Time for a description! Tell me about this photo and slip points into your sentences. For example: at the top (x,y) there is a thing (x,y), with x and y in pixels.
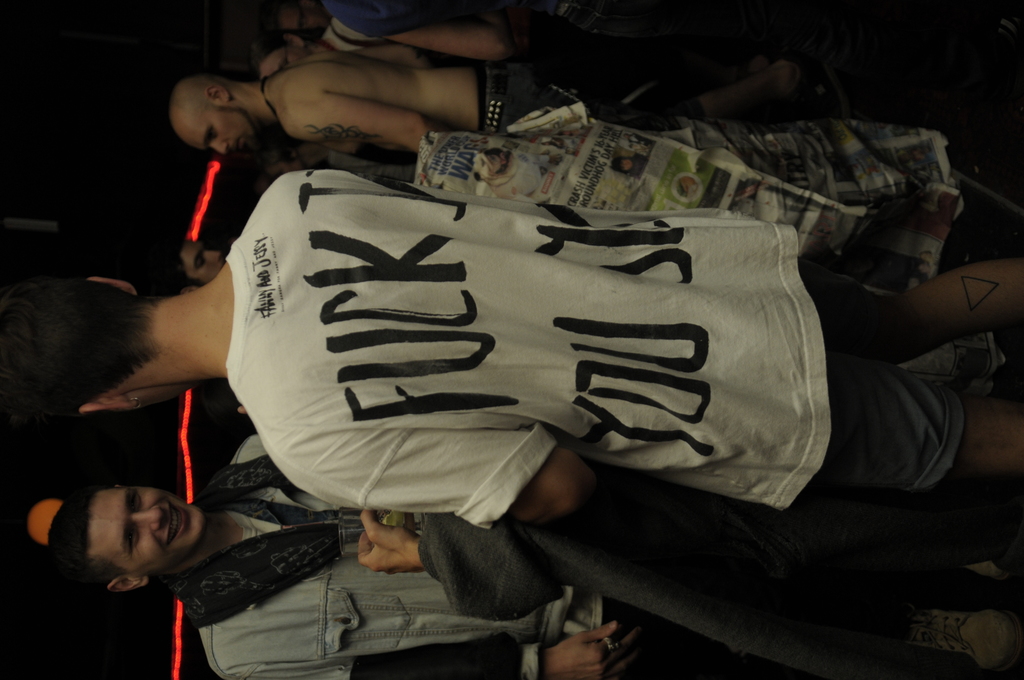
There are group of people (297,294) standing. This looks like a newspaper (789,185). I think this is a light (199,227), which is red in color. The background (148,31) looks dark.
